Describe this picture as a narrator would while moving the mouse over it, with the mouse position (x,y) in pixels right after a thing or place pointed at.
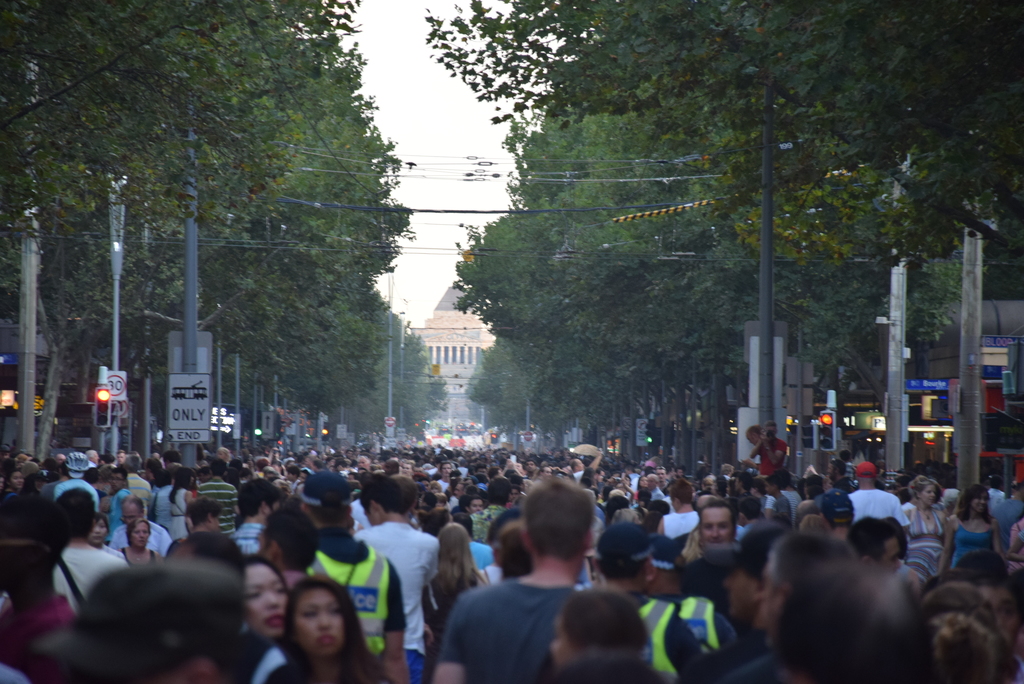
In the picture we can see a public (929,522) on the road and on the either sides of the road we can see some poles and boards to it and some signal lights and we can also see trees (83,105) and in the background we can see a building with pillars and sky (420,186).
